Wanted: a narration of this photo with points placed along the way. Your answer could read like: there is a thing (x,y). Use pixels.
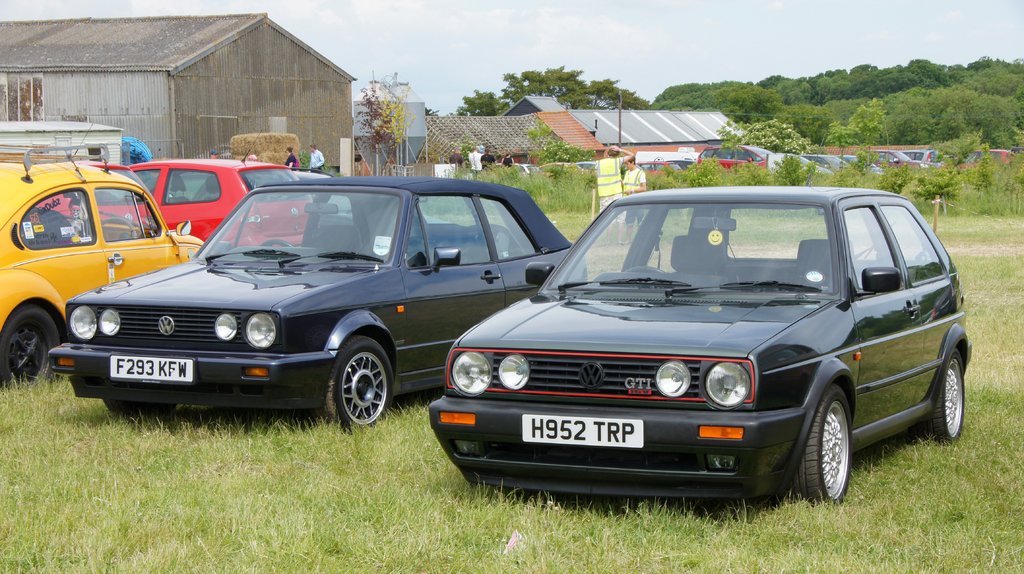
In this image there are cars (489,308) parked on the ground (296,414). There is grass (395,471) on the ground (408,438). Behind the cars (528,263) there are two people (630,175) standing. In the background (528,112) there are houses (680,111), trees (892,108) and plants (861,181). At the top (538,36) there is the sky (510,38).
